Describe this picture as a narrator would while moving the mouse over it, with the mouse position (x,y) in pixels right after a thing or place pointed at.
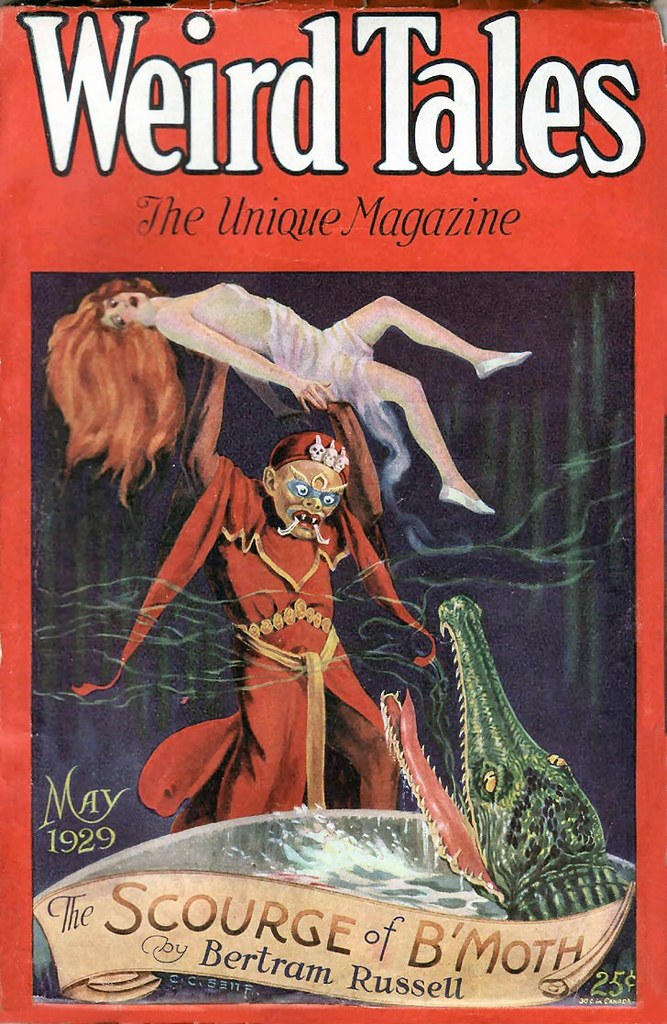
In this image we can see the poster (325,643) with a man (272,583) lifting the woman (270,325). We can also see the banner (387,969) with the text (414,937), water (377,893) and also the crocodile (527,843). Image also consists of text (289,160).
